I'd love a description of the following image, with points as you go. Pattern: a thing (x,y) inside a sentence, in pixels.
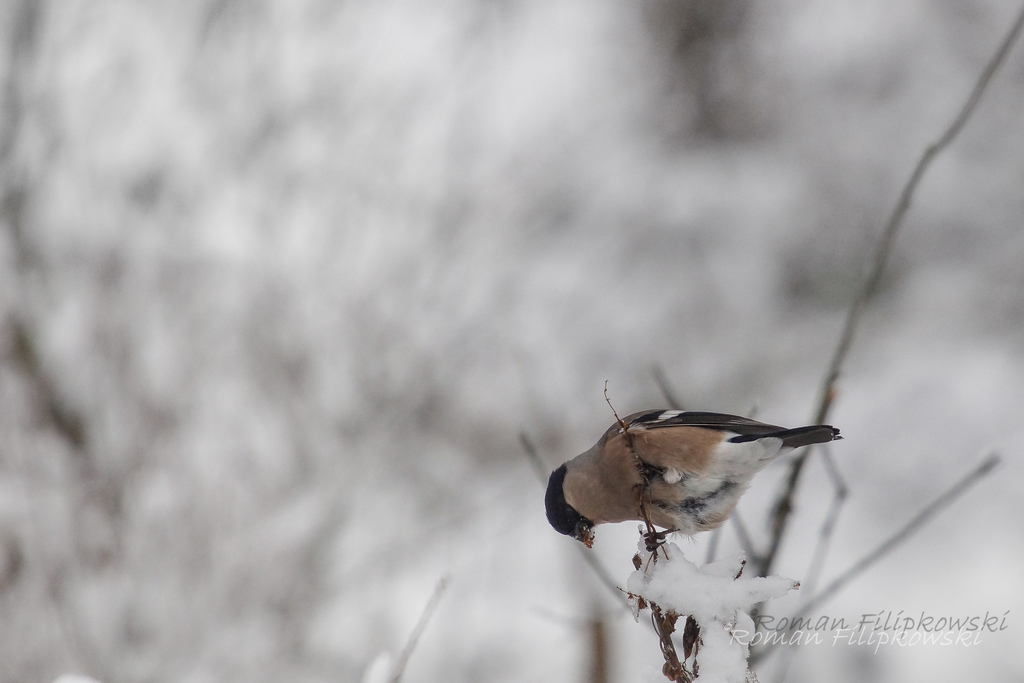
In this picture, we see a bird (669,470) is on the tree (636,455). This bird (664,464) is in brown and black color. In the background (617,530), it is white in color. This picture is blurred in the background (875,509).
